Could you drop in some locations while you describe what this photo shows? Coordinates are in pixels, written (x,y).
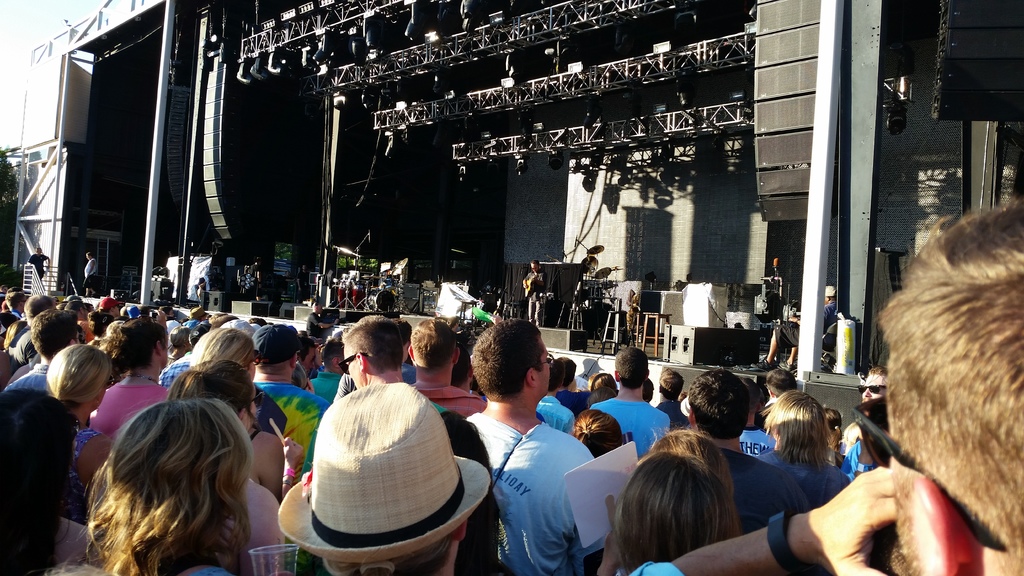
In the foreground (315,406) I can see a crowd (366,405) and a person (530,305) is playing a musical instrument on the stage (557,325). In the background (829,186) I can see buildings (449,77), metal rods (568,83), poles (197,110), trees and the sky (56,19). This image is taken may be at a concert.
